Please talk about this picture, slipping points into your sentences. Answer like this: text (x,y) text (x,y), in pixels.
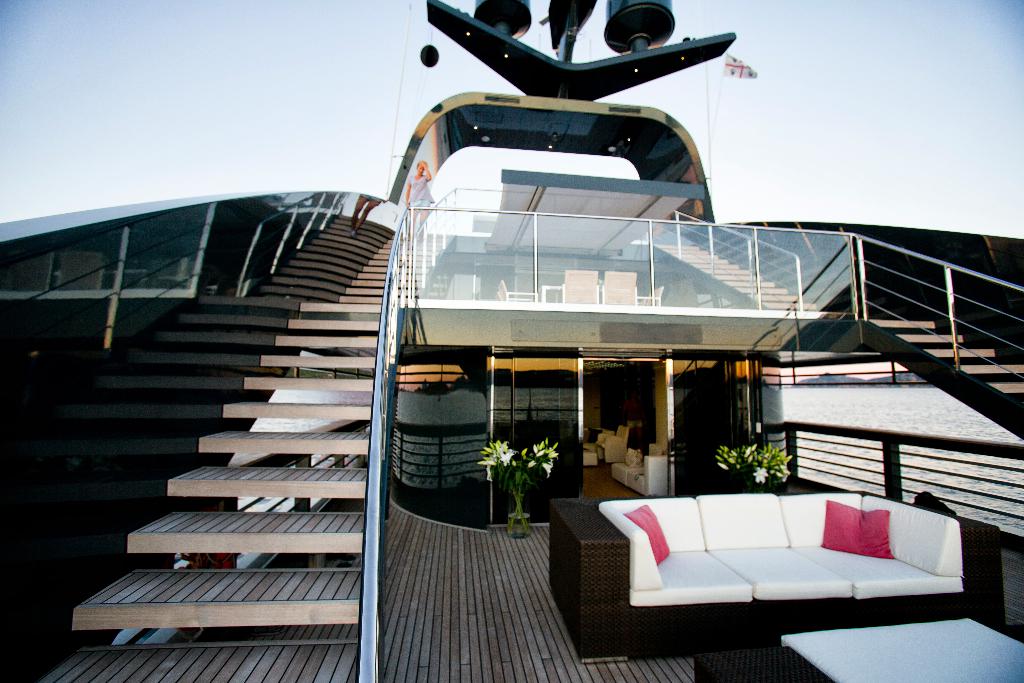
This is looking like a yacht (711,415). There is a sofa set (586,560) in the right (901,559) behind it there are plant pots (512,457). There are staircase (287,474). there is a glass boundary (571,259). A lady (424,188) is walking down the stairs (371,272). On the top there is a flag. the sky (785,103) is clear.
